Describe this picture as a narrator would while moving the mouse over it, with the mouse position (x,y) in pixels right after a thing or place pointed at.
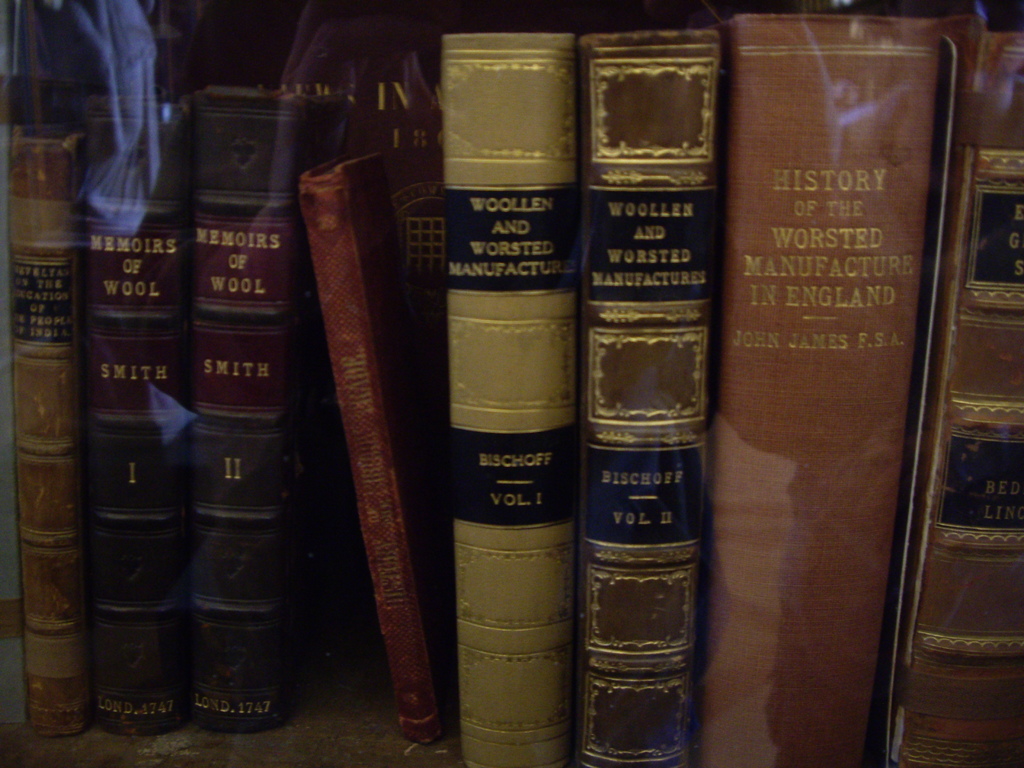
In this image we can see a rack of books (513,507).
